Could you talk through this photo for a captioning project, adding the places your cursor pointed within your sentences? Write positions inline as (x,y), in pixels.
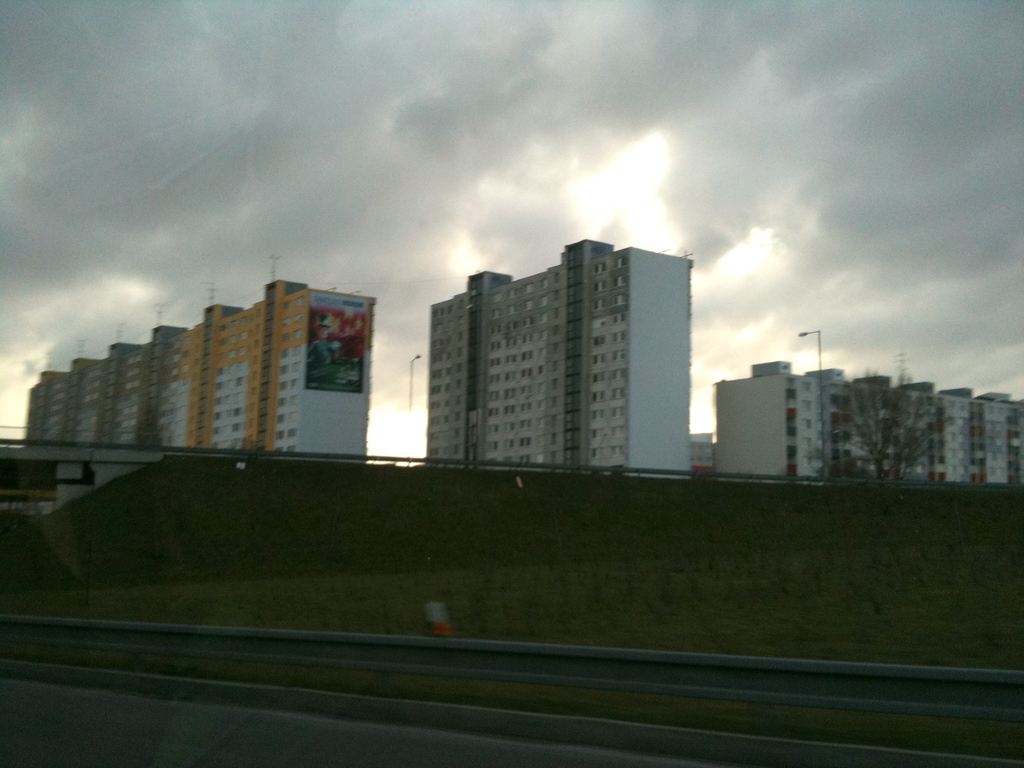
This picture is clicked outside. In the foreground (670,758) we can see the ground (654,630). In the center (665,365) we can see the metal rods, street lights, poles (823,466), tree (848,449) and the buildings (806,418). In the background (571,132) there is a sky (717,132) which is full of clouds (391,382).
